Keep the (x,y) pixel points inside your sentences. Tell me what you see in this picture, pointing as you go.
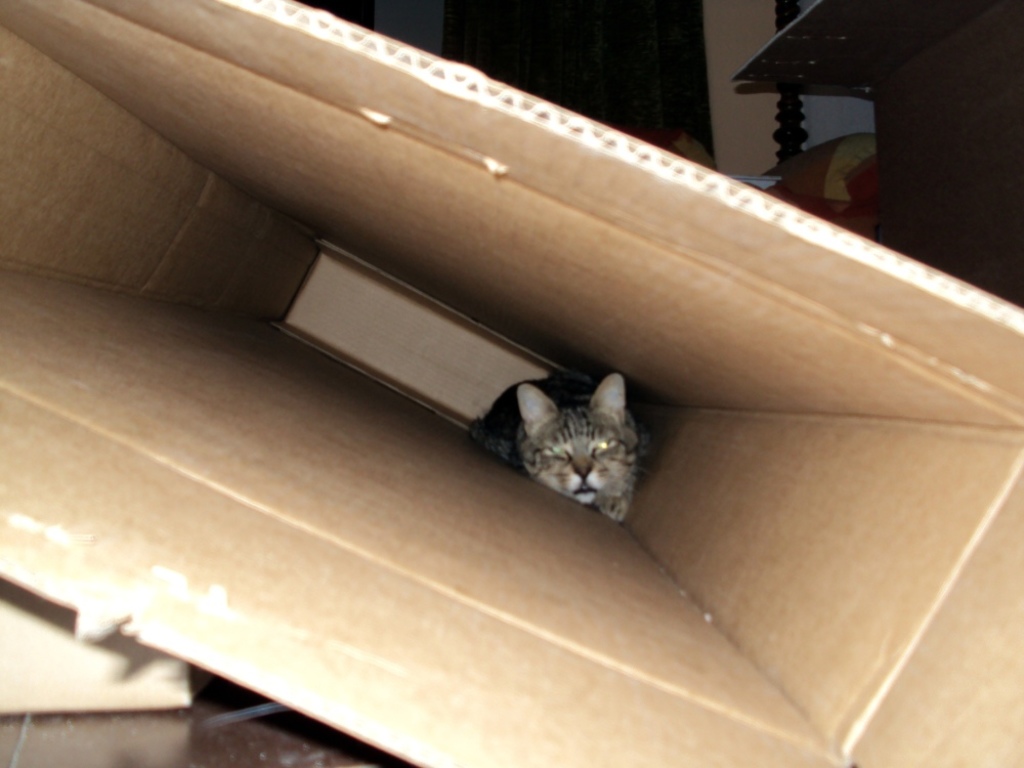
In this image, we can see a kitten (547,435) is there inside the carton box (481,322). At the bottom (242,739), we can see surface (255,739). Top of the image (801,140), we can see wall (751,134), door (575,34), cushion (865,167), pole (798,131).
